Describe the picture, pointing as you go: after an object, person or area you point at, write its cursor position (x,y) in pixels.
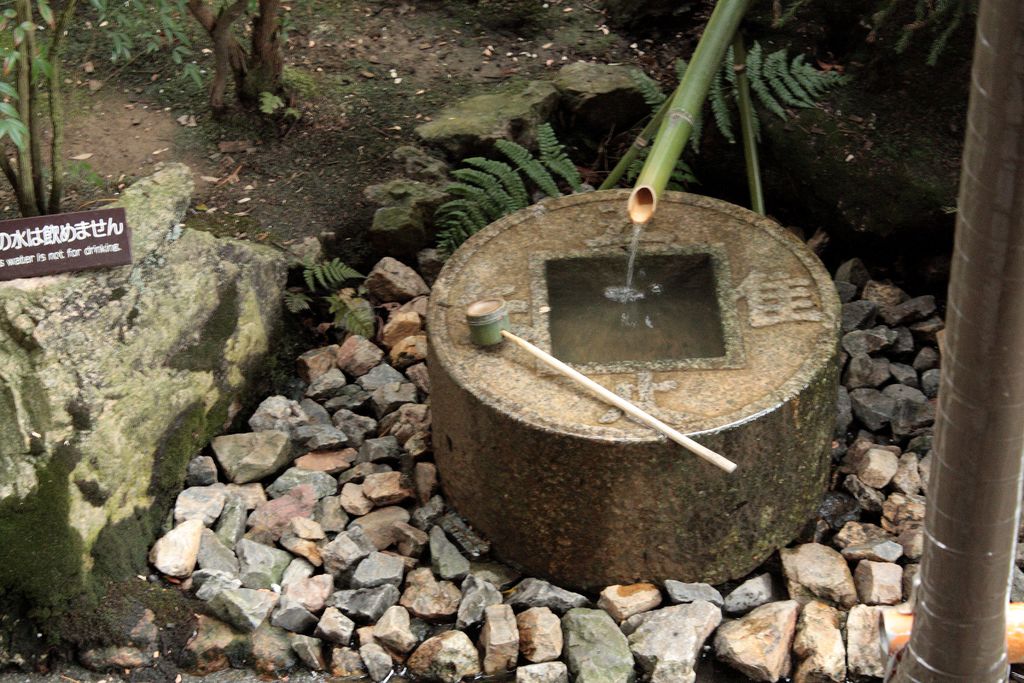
In the image there is a bamboo tap (690,103) and the water (638,287) is flowing from the tap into a hole (571,319) in between a cement object (789,483) and around that object (568,495) there are lot of stones (410,293) and few plants (261,48).
